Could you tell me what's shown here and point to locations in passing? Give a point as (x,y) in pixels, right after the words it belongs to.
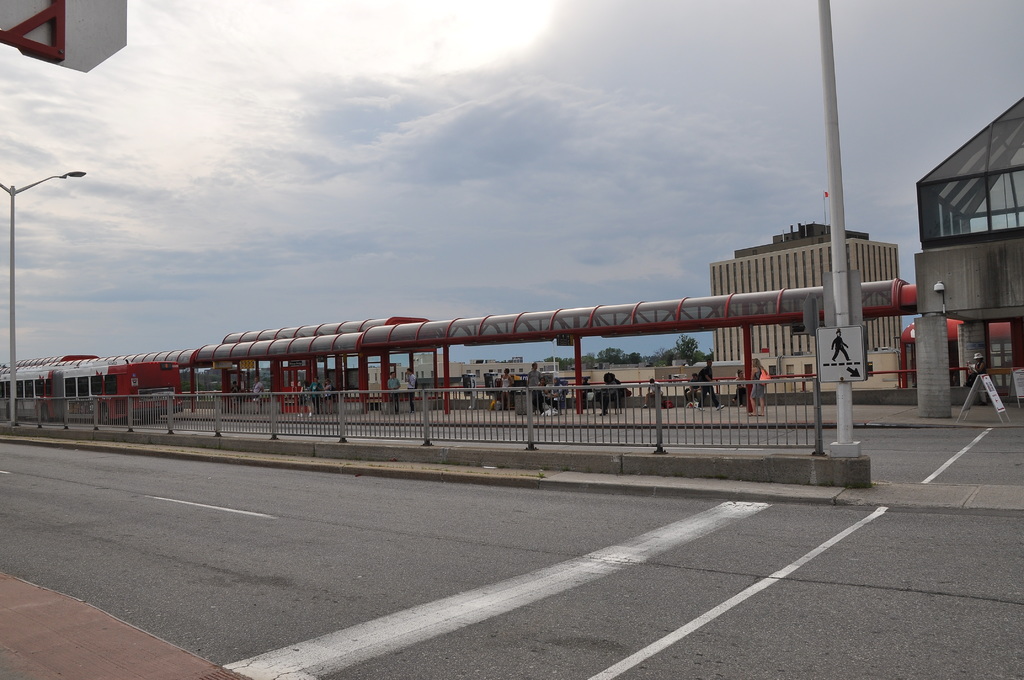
This picture shows two way road (889,434) and we see few people (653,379) walking on the sidewalk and few (618,397) are seated on the bench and we see few buildings (965,325) and trees (683,338) and pole lights (823,0) and a cloudy sky (386,256).
